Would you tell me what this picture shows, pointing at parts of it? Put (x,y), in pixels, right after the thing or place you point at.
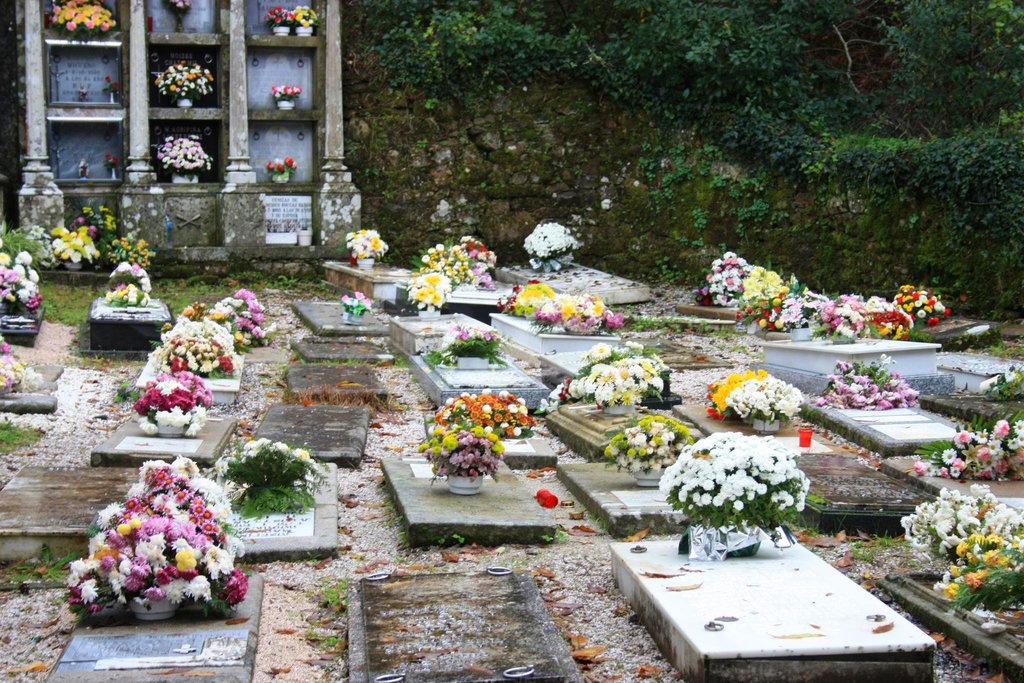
In this image we can see some flower bouquets (237,479) on the graves (324,427), there are some leaves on the ground (588,599), also we can see the plants (750,143).
